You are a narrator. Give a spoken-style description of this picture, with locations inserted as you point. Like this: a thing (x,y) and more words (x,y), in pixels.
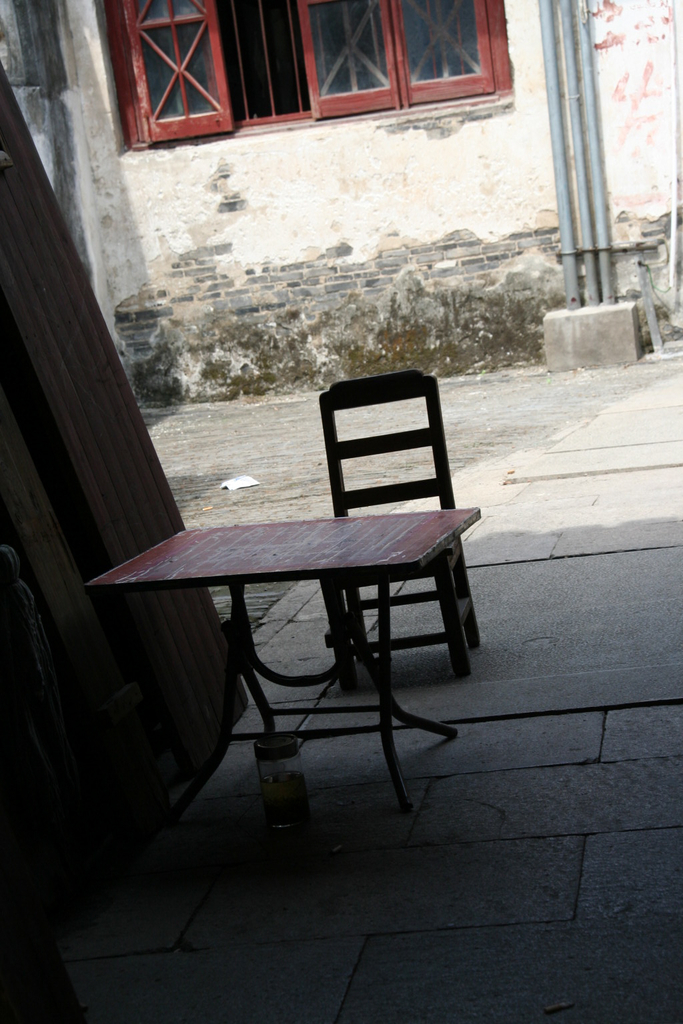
In this picture there is a table (195,532) and a chair (330,406) in the center of the image (354,681), there is window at the top side of the image (166,90).
